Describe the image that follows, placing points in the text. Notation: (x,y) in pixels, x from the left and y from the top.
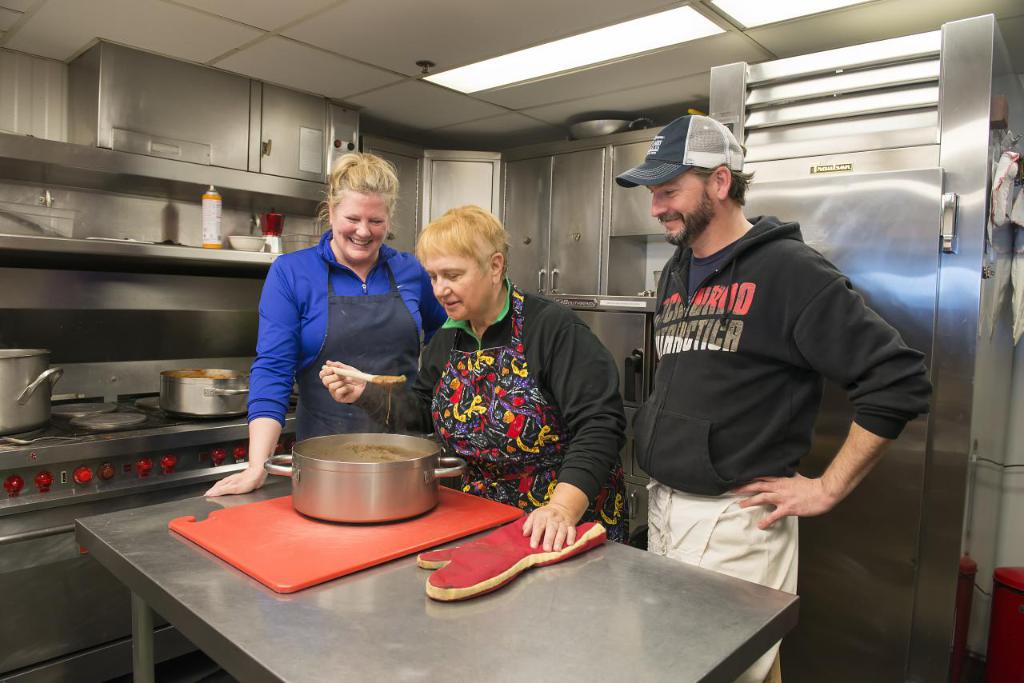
In this picture there is a man (715,330) who is wearing cap (681,142), black hoodie (747,434) and trouser (737,548). Beside him there is a woman (558,389) who is wearing apron (490,400) and black jacket (604,374). She is holding a spoon (354,377). Beside her there is another woman (411,338) who is wearing black apron (411,338) and blue shirt (313,304). Three of them are standing near to the table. On the table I can see the gloves (477,555), mat (400,528) and bowl (384,492). On the left (11,382) I can see some bowls (204,408) which are kept on the stove (127,412). In the top right corner (787,85) I can see some exhaust wing (883,75). In the back (524,191) I can see some steel cupboards (561,217). At the top (781,10) I can see the lights (533,56).
